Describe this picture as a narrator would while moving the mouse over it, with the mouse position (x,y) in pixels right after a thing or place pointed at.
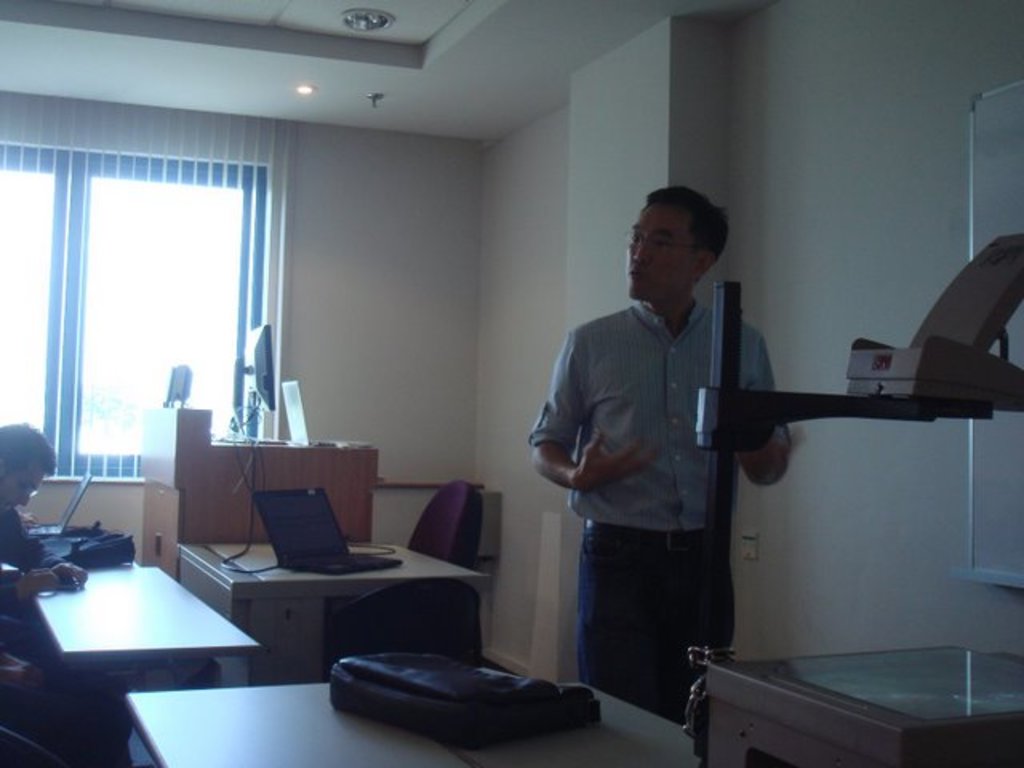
On the right side (702,543), there is a person (671,316) in a shirt (579,348), speaking and standing. Beside him, there is a machine (826,732) and there is a bag (336,687) on the table (268,711). On the left side (15,566), there is a person (19,717) sitting in front of the table (114,570). Beside him, there are a bag (122,556) and laptop (89,479) on another table (242,555). Beside this table (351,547), there are a monitor (259,408) and laptop (290,409) on a stand (197,433). Beside this stand (362,471), there is a chair (468,506). In the background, there is a glass window (222,309) and there are lights (305,93) attached to the roof (181,63).
